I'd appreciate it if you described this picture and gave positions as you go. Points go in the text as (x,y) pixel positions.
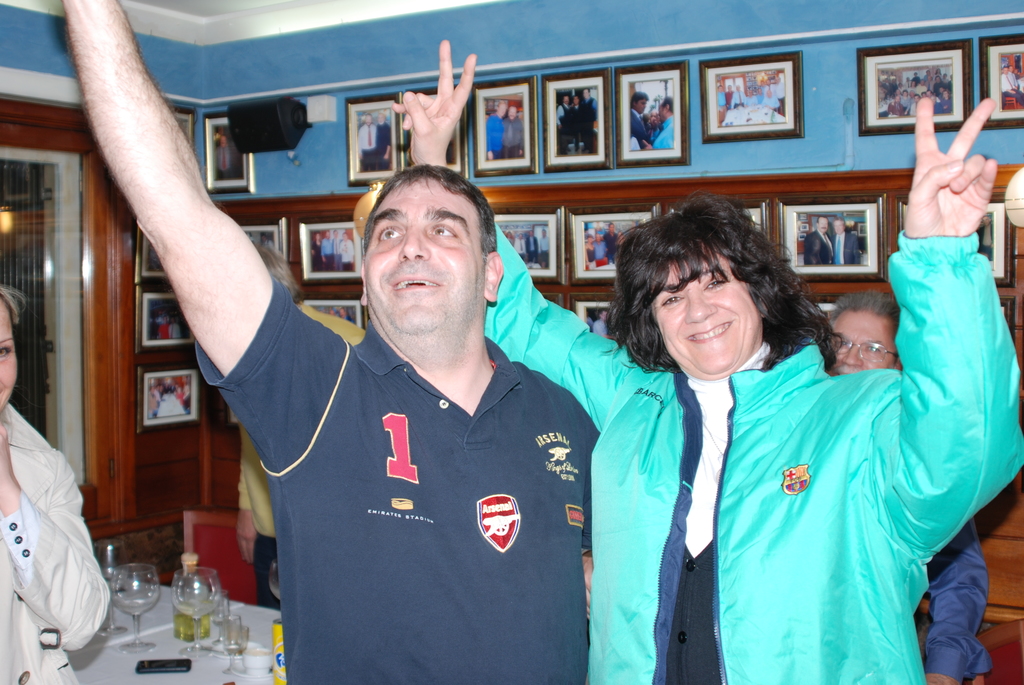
In the center of the image (369,367) we can see a man (553,452) and a lady (709,456) smiling. In the background (553,135) there are many photo frames (671,137) placed on the wall (567,191). On the left (57,472) there is a lady (22,445). At the bottom (109,672) we can see a table (176,650). There are many glasses (233,655) and a mobile (157,666) placed on the table (159,642). On the right (951,582) there is a man (873,340). In the background (38,228) there is a door (72,282).
